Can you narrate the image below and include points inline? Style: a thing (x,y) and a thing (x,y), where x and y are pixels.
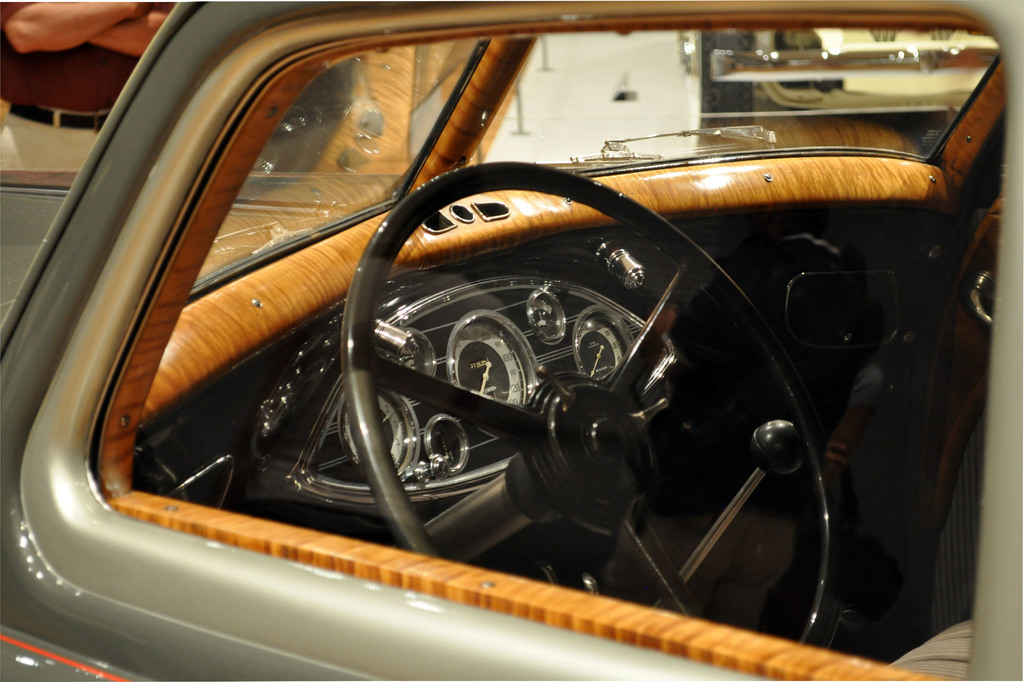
In this picture I can observe a car (624,379). In the middle of the picture (653,234) there is a steering (443,390). On the top left side (67,71) I can observe a person (79,77).
